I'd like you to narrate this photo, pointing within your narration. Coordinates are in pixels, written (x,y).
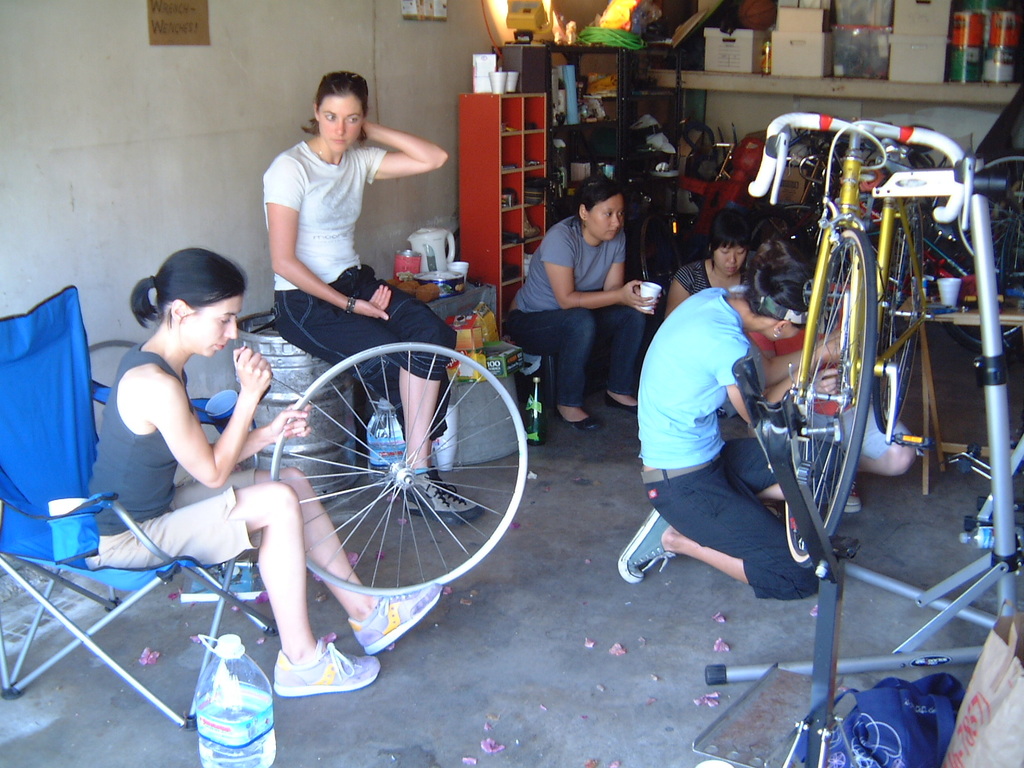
In this picture we can see few women (262,527) are sitting in a bicycle shop (778,455), behind we can see some instruments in a shelves (470,252), we can see some objects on the table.
